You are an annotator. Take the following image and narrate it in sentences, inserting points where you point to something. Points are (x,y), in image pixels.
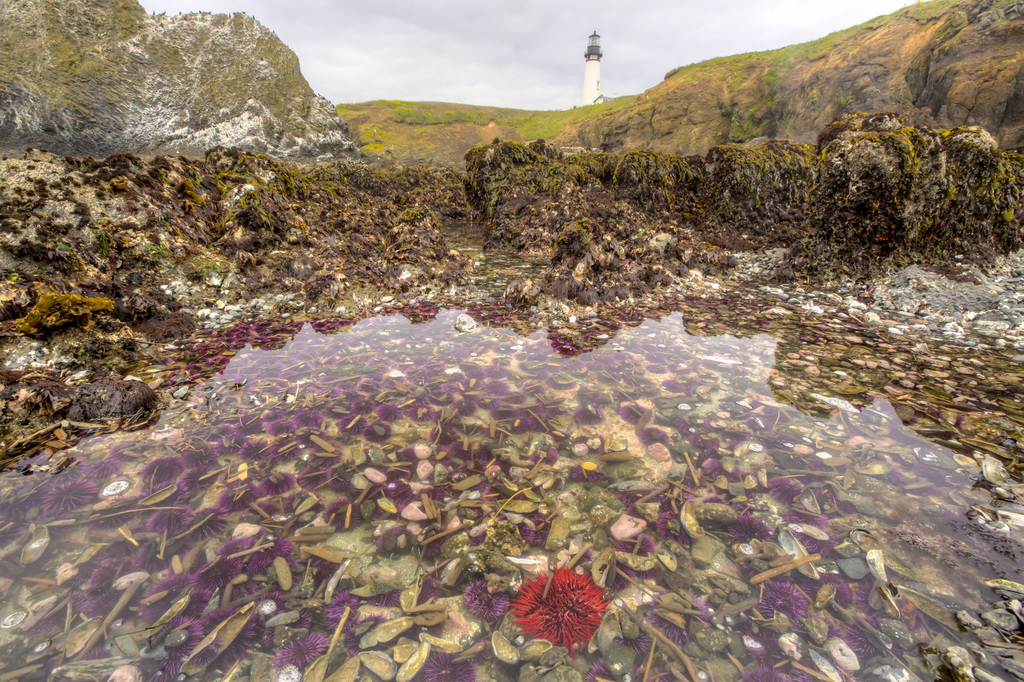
In this picture we can see sea urchins (392,414), stones (918,374), water (713,386), mountains (871,37), grass (512,114), tower (596,38) and in the background (573,38) we can see the sky (469,60).
